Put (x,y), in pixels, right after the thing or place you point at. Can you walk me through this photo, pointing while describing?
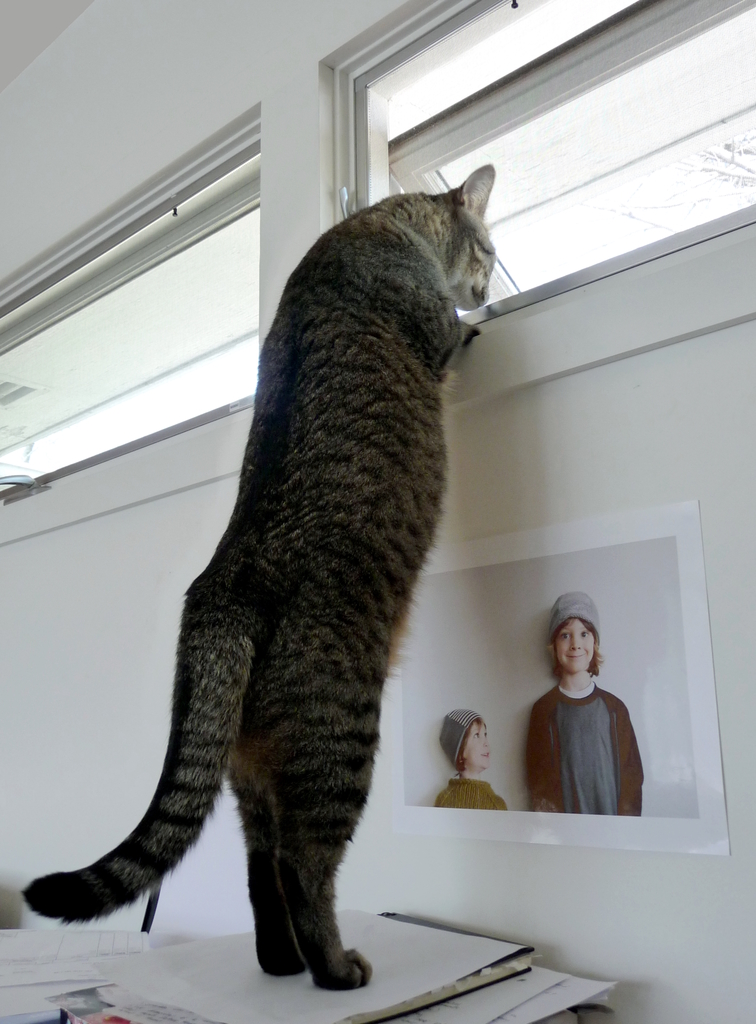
This image is taken indoors. At the bottom of the image (343,911) there is a table (116,1009) with a few books (117,962) on it. In the background (532,483) there is a wall (33,607) with windows (182,287) and a poster (566,772) with images (510,639) on it. In the middle of the image (282,497) a cat (267,519) is standing on the books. At the top left of the image (29,27) there is a ceiling (56,21).
